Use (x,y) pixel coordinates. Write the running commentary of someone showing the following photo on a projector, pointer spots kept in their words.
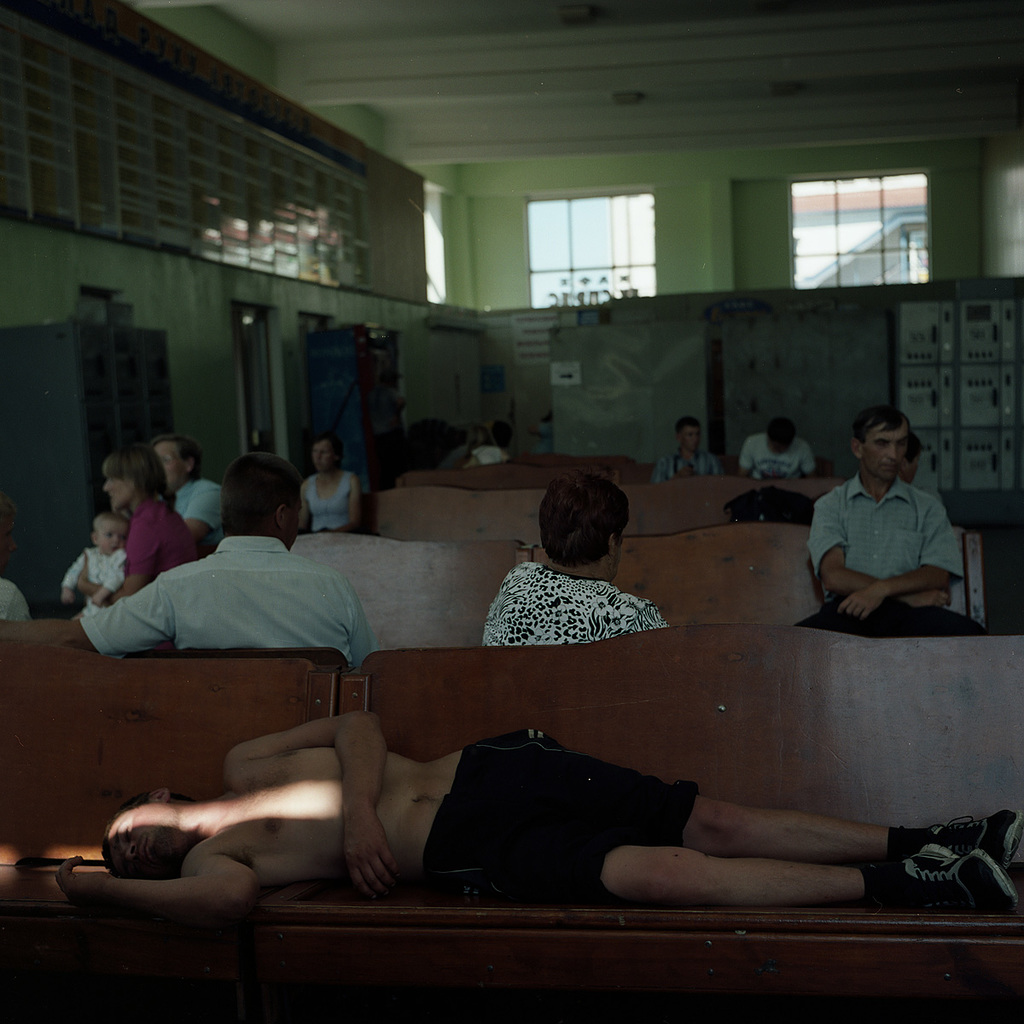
In this picture there is a man (349,819) who is lying on the bench (321,886). Behind him I can see many peoples (331,577) who are sitting on the bench (412,577). Beside them I can see the bag (763,501). In the background (931,414) I can see the lockers (921,426), doors (449,350) and windows (595,244).
